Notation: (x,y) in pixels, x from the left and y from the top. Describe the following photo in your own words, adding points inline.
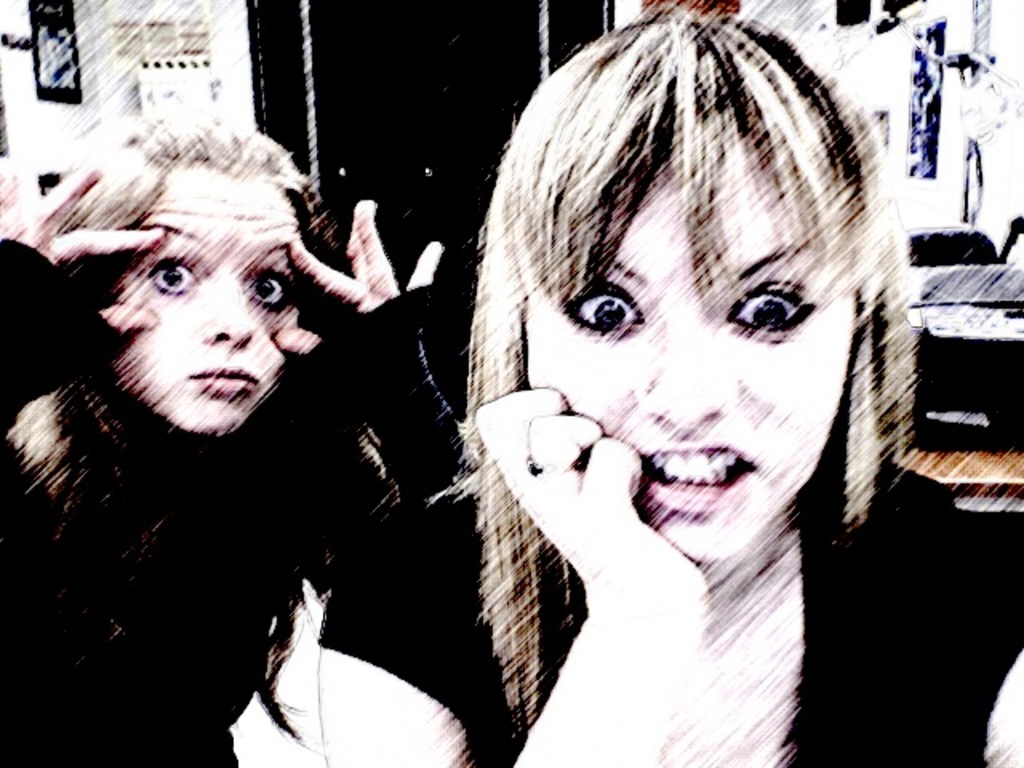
In this image I can see two women (502,380) giving some expression.
